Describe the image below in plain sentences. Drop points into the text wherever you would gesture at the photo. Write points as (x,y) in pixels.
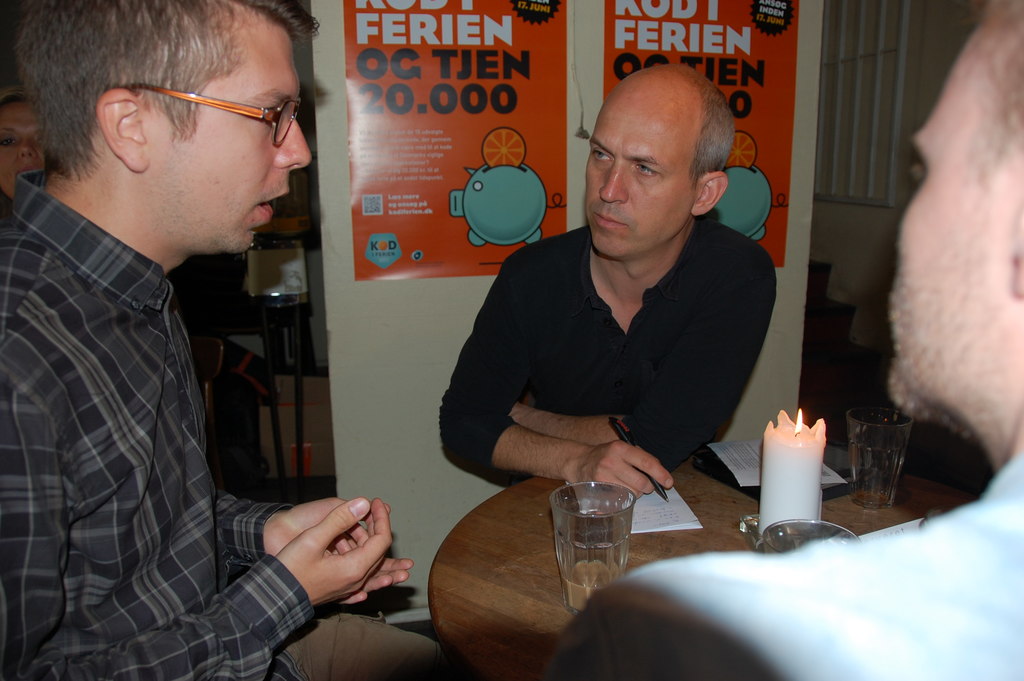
This picture describes about group of people (551,426), in front of them we can see few glasses (819,522), candle (812,481), papers (749,479) and other things (715,473) on the table (505,559), in the background (500,182) we can see few posters (455,167) on the wall (402,373).
